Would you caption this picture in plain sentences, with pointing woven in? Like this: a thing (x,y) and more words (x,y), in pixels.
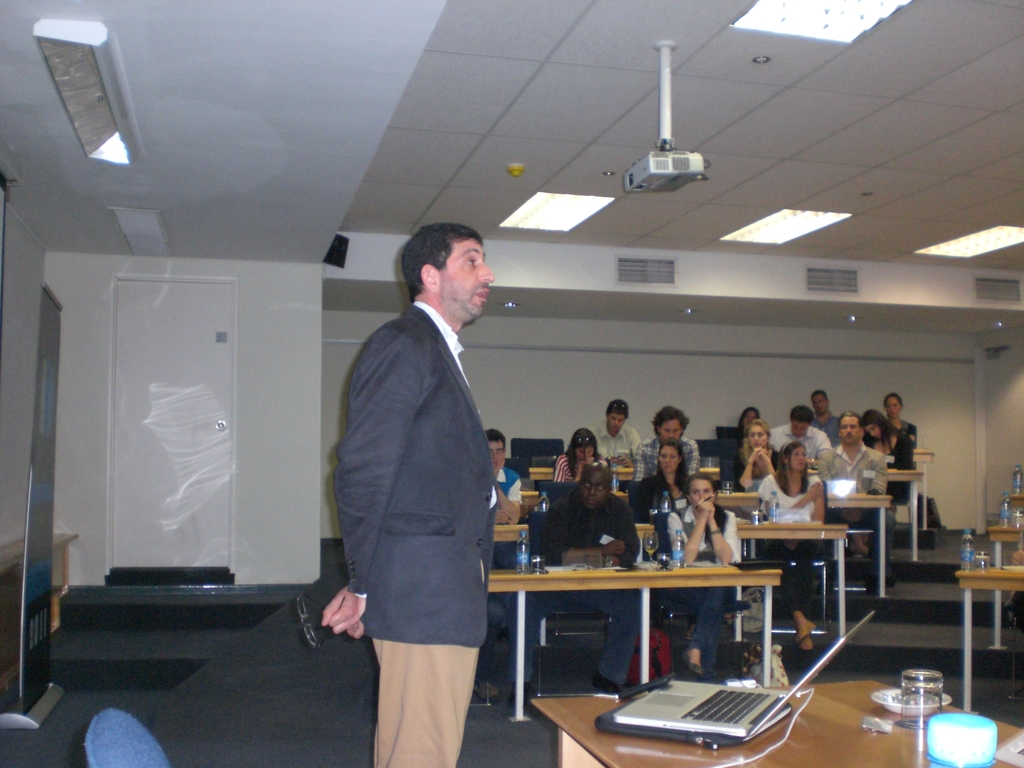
In this picture i could see some persons (697,555) sitting on the chairs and a person (439,556) standing and giving a seminar on the table (603,742) there is a laptop (780,700) glass (917,715) in the background (296,360) i could see a door (189,393) and a wall (605,281).
